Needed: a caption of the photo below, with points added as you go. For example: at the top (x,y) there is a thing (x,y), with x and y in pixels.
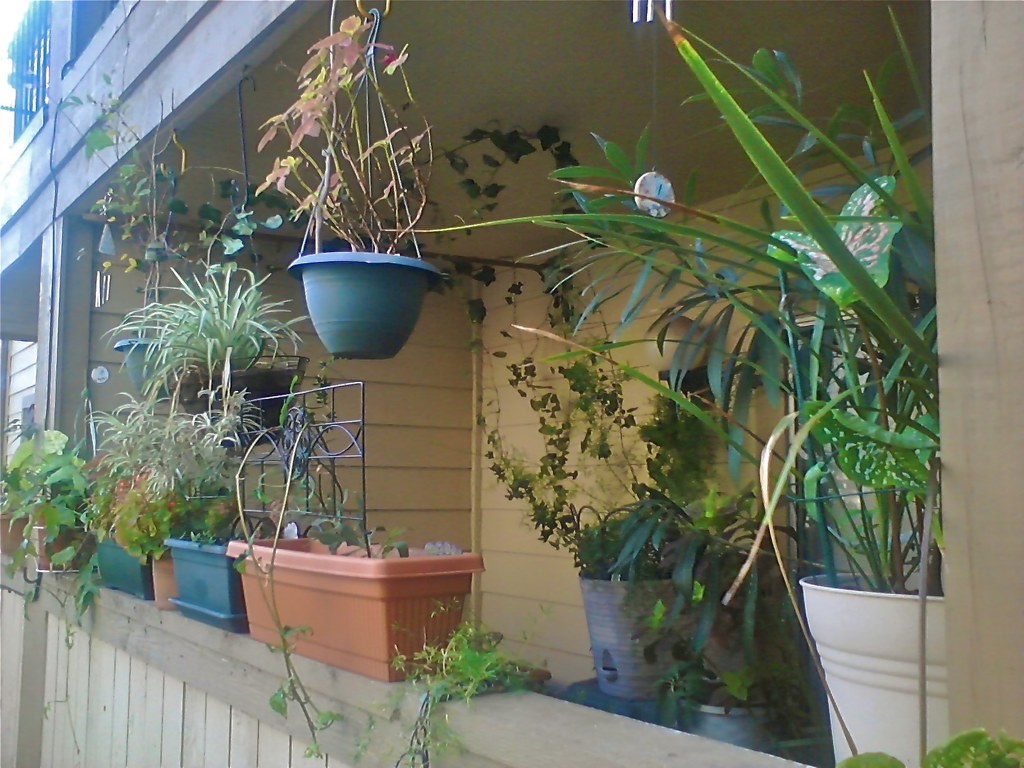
In this image we can see a building (446,444), there are some house plants (904,370) on the wall (546,711) and we can see some grills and a window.
